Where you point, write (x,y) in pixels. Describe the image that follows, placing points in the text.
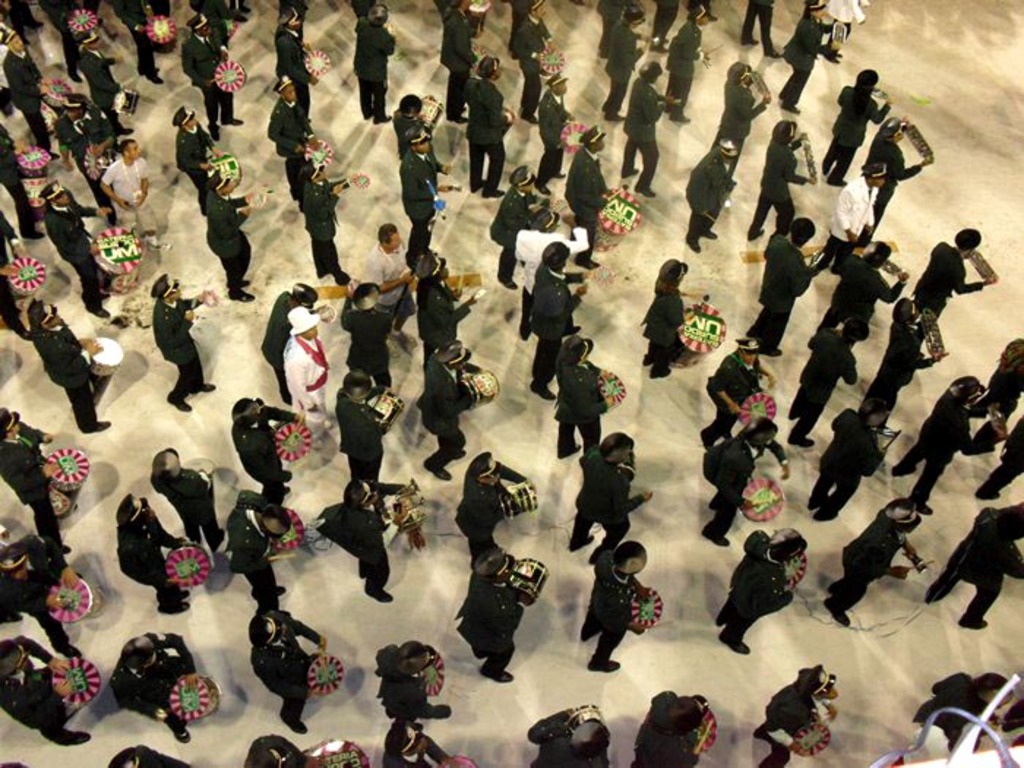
In the center of the image (429,418) we can see a group of people (628,509) are standing and they are in different costumes (420,401). And we can see they are holding some objects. At the bottom right side of the image (967,744), we can see some object (951,755).
